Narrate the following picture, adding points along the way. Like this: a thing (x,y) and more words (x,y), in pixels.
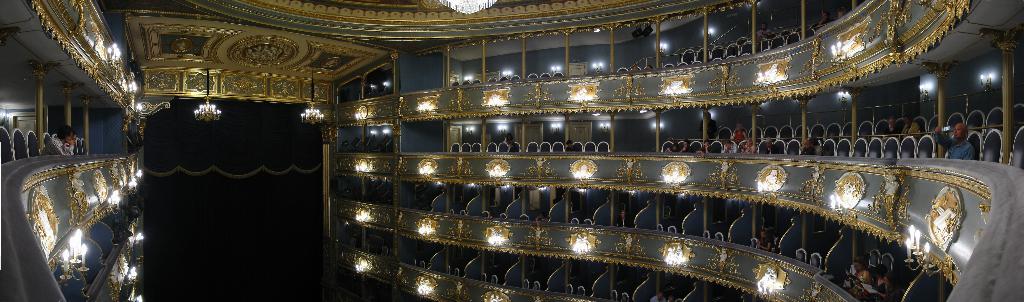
In this picture we can see the auditorium (470,284). There are people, among them few persons (903,126) sitting on chairs (696,148) and we can see chandeliers (79,273), poles (613,132) and lights (78,259). In the background of the image (225,172) it is dark and we can see curtain (279,152).
